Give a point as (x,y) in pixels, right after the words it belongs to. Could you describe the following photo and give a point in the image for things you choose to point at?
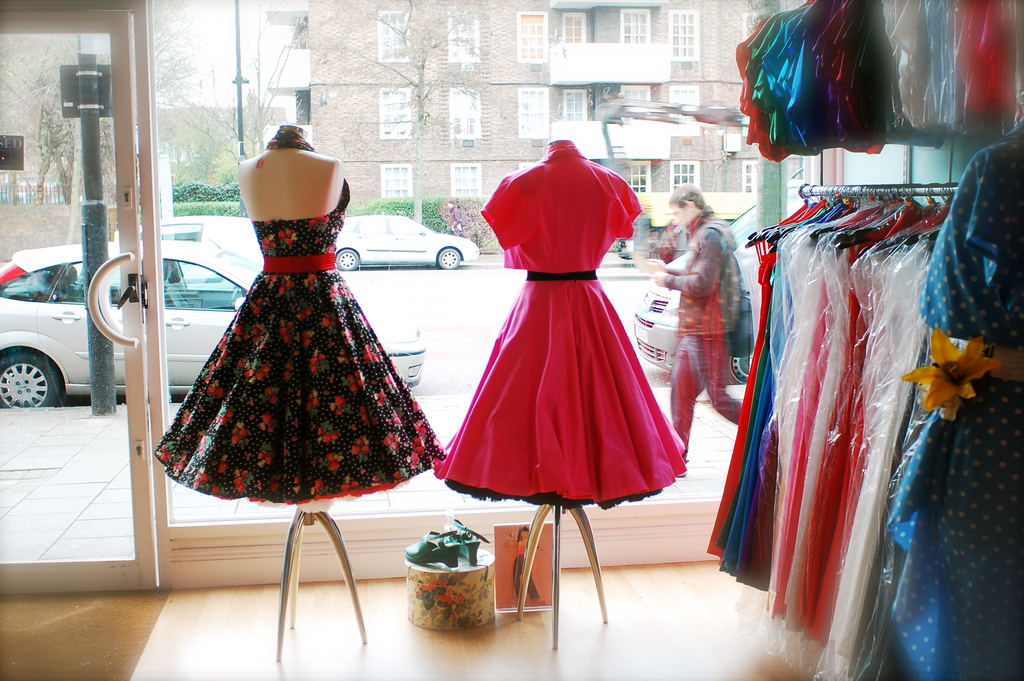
In the center of the image (442,329) we can see clothes (255,359), hangers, glass (674,130) and a few other objects (458,583). Through the glass (591,124), we can see one building (454,134), windows (455,166), trees (109,132), plants (365,201), one person (709,340) is walking and a few vehicles (742,368) on the road (465,301).
